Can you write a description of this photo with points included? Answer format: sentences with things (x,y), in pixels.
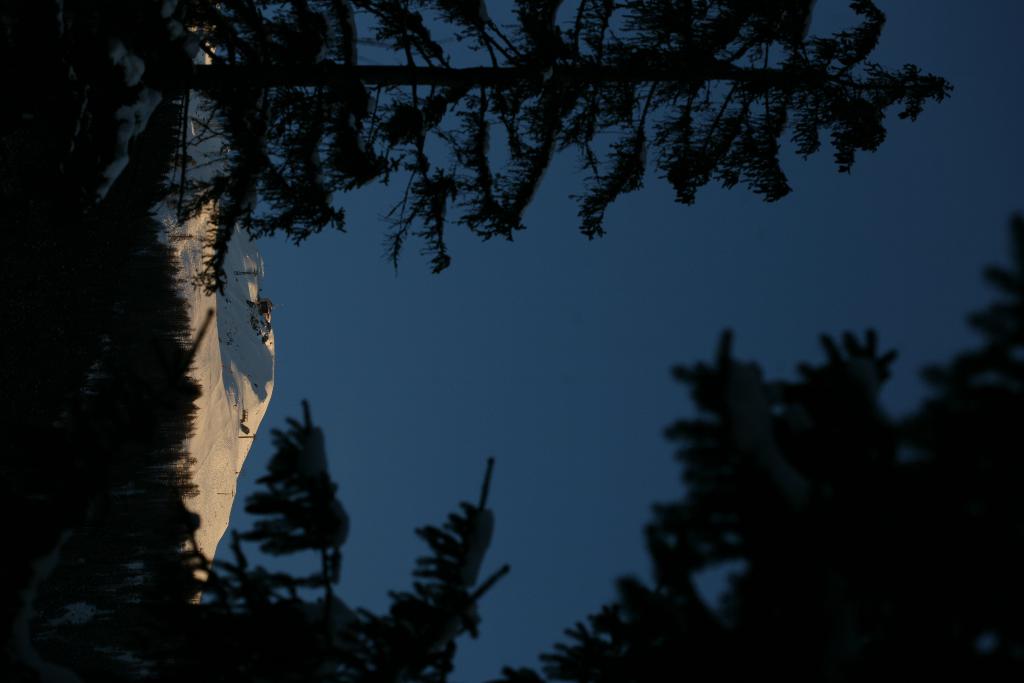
In the image there are trees (181,542) on sides of the image and above its sky (794,269), this image seems to take at dawn time.
